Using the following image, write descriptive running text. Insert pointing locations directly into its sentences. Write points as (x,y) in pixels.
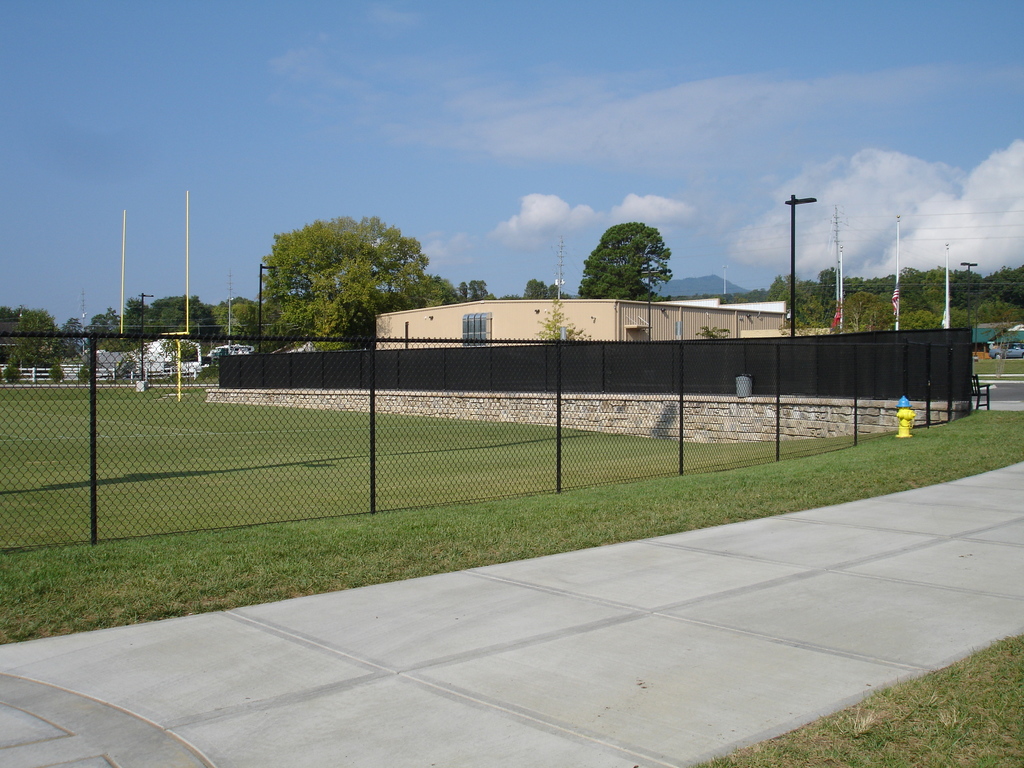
In this image, I can see a fence (532,345), house (451,335), trees (296,319), pole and a fire hydrant (902,419). At the bottom of the image (546,669), I can see a pathway (736,602) and the grass (886,744). In the background (368,125), there is the sky (680,139).
